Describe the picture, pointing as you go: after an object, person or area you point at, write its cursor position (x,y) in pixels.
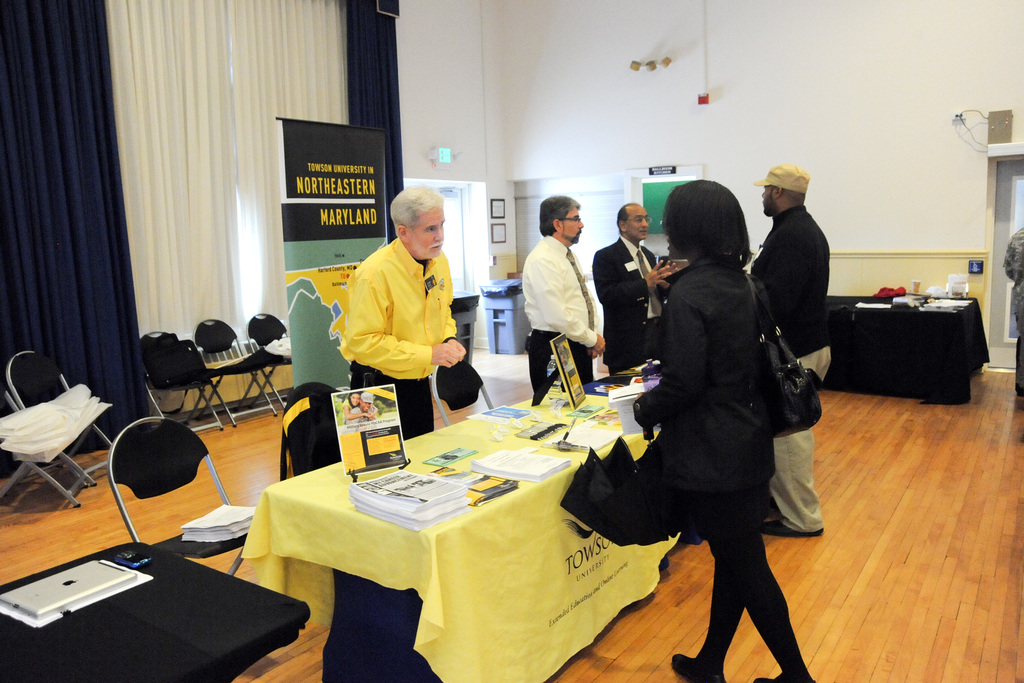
In this image In the middle (548,415) there is a table (450,536) on that there is a frame (561,359), book (482,482) and papers (548,463), in front of that table (529,538) there are two people (701,405). On the left (311,380) there is a man (392,322) he wear yellow color shirt (405,322), trouser (404,400) and there is poster (323,187), curtain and chairs (175,447).
